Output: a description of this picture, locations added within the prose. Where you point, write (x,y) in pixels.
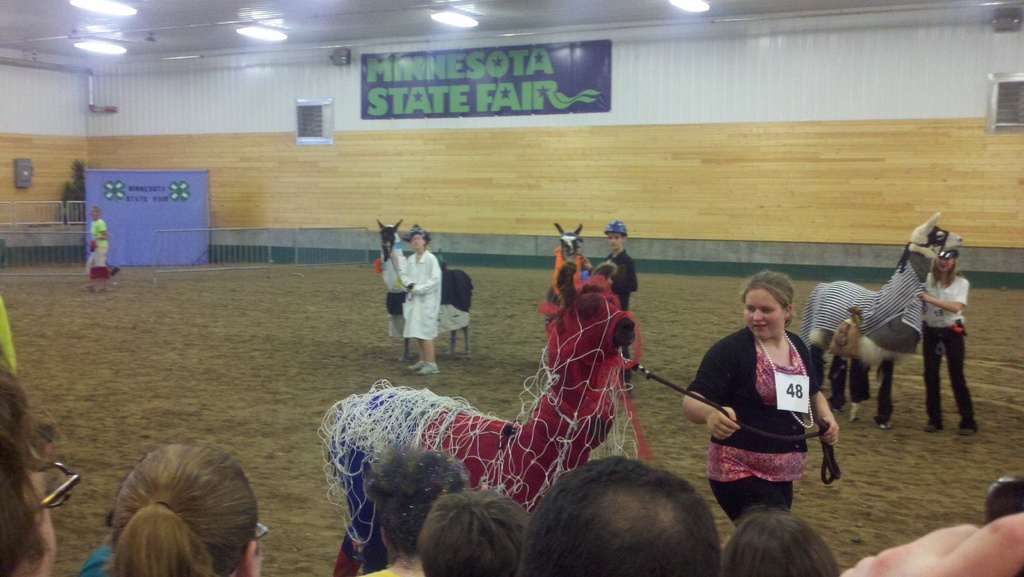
In this picture we can see group of people (773,334), few people (743,360) are holding leashes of llamas (609,429) in their hand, in the background (138,199) we can see hoarding (183,215) and couple of lights (93,47).
